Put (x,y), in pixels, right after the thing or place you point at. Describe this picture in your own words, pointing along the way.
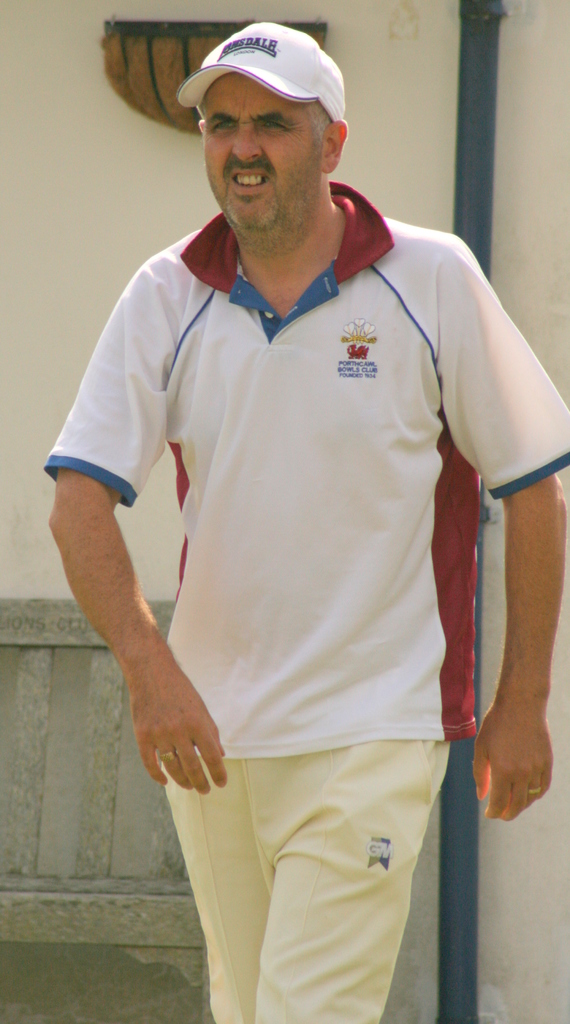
In this image, in the middle (281,539) there is a man (324,577), he wears a t shirt (316,666), trouser (343,924), cap (327,74), he is walking. In the background (513,177) there is a building (70,400), wall (52,417), bench (28,737).
